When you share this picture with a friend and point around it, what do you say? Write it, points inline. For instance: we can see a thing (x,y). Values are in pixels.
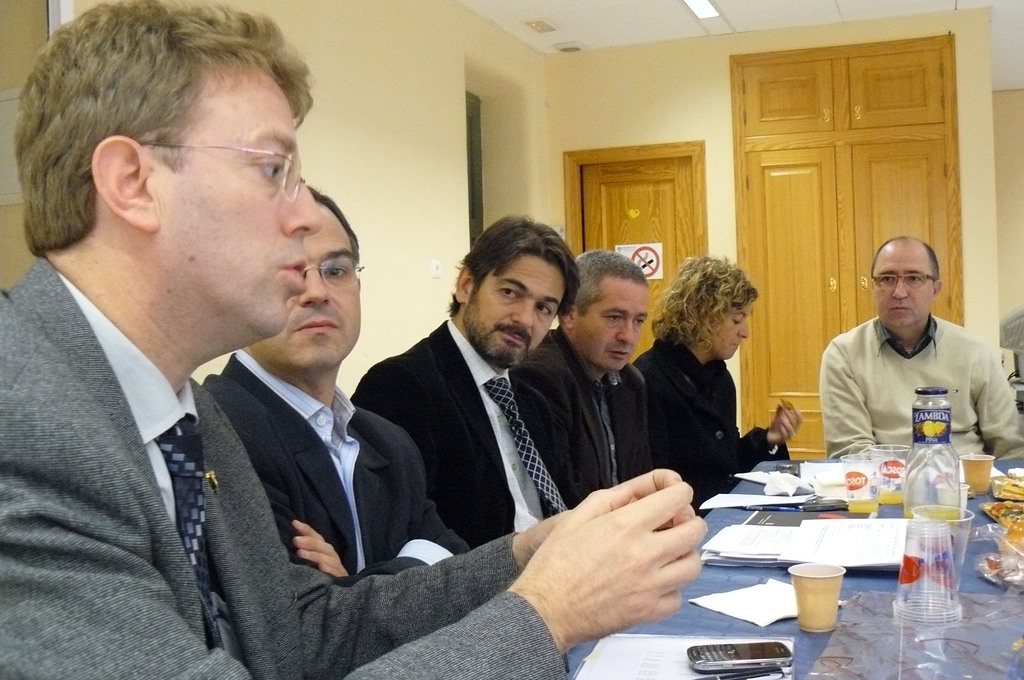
In this image I can see number of persons (354,436) wearing blazers (400,446) are sitting in front of a table (716,583) and on the table (714,580) I can see few files (744,540), few papers (755,528), few glasses (919,599), a mobile (703,665), a bottle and few other objects (889,596). In the background (786,277) I can see the cream colored wall (431,176), two doors (688,164), the ceiling (799,17) and a light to the ceiling (651,18).
